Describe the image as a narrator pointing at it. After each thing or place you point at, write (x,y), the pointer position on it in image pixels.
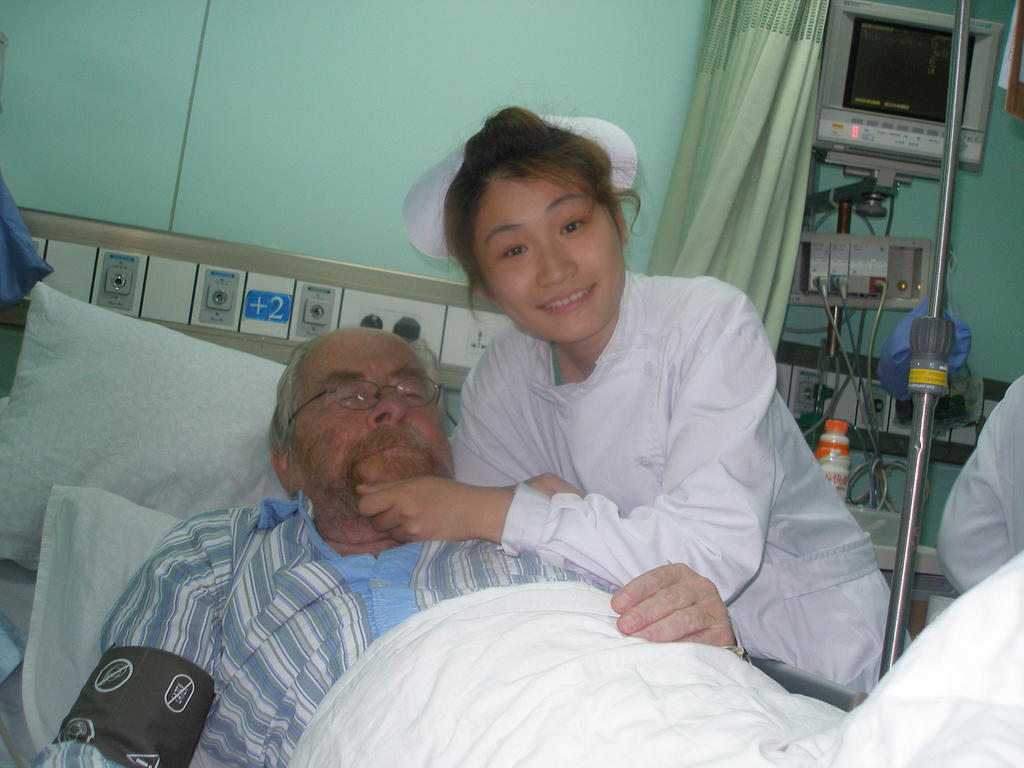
In this image we can see two persons (561,543), among them one person (429,574) is lying on the bed (424,691), in the background (360,123), we can see the wall (360,79), curtain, tv (821,137), switchboard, and some other objects (884,522), also we can see the pillows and a pole (921,453).
